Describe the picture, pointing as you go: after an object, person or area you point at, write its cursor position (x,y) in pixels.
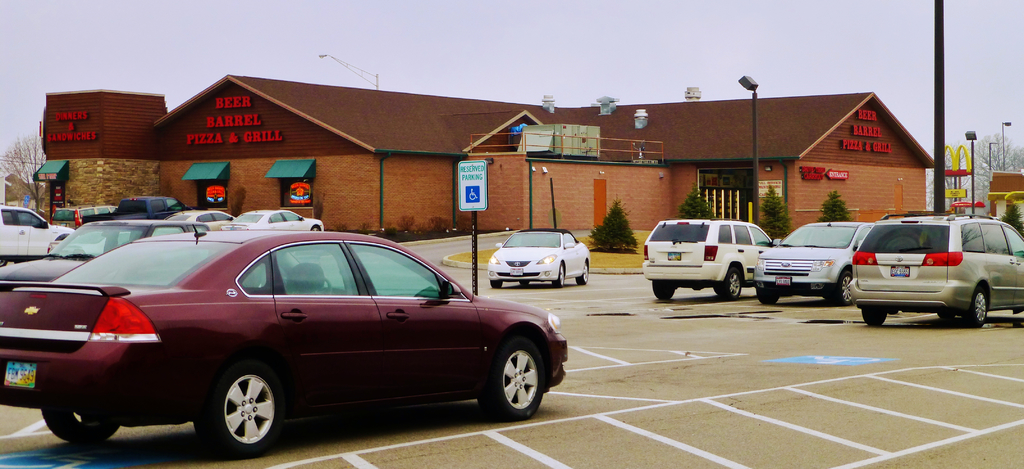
In the picture we can see a road (819,435) with some white color lines (887,457) and some vehicles (473,312) on it and we can see a pole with a board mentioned in it as reserved parking and behind it, we can see a restaurant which is brown in color and near to it, we can see some poles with lights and on the either sides of the restaurant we can see some trees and behind the restaurant building (238,92) we can see the sky (951,23).
